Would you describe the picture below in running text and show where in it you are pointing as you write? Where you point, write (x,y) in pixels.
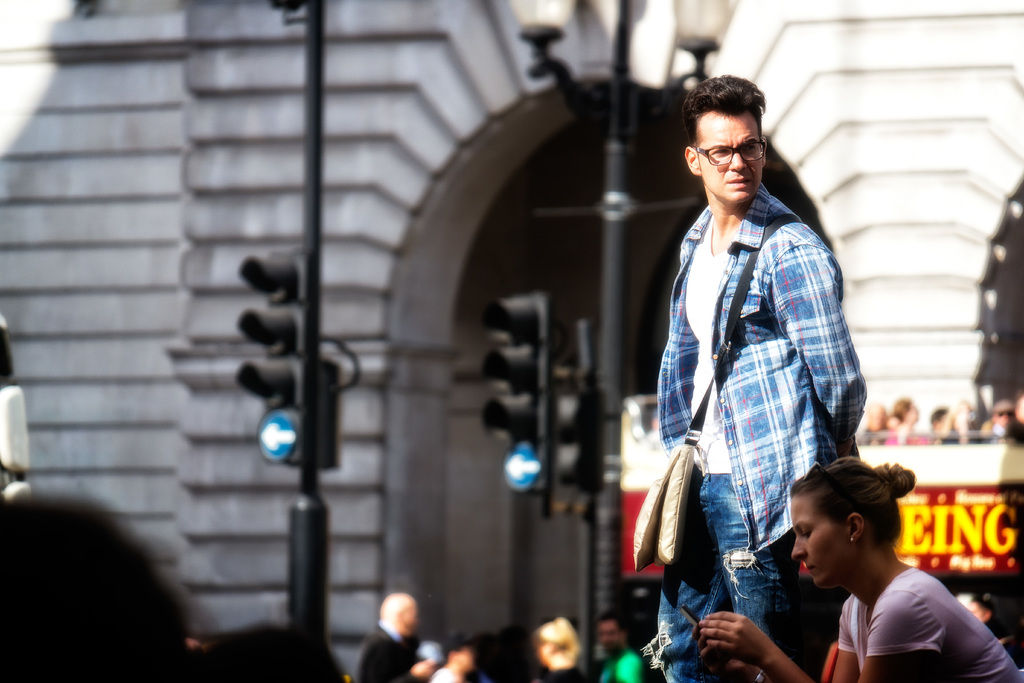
This is the man (750,399) standing and a woman (896,618) sitting and holding a mobile phone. I can see the traffic signals (320,376) attached to the poles (309,277). I can see a light pole (553,67). This is a building (426,270) with an arch (456,263). In the background (491,646), I can see groups of people (521,650).
